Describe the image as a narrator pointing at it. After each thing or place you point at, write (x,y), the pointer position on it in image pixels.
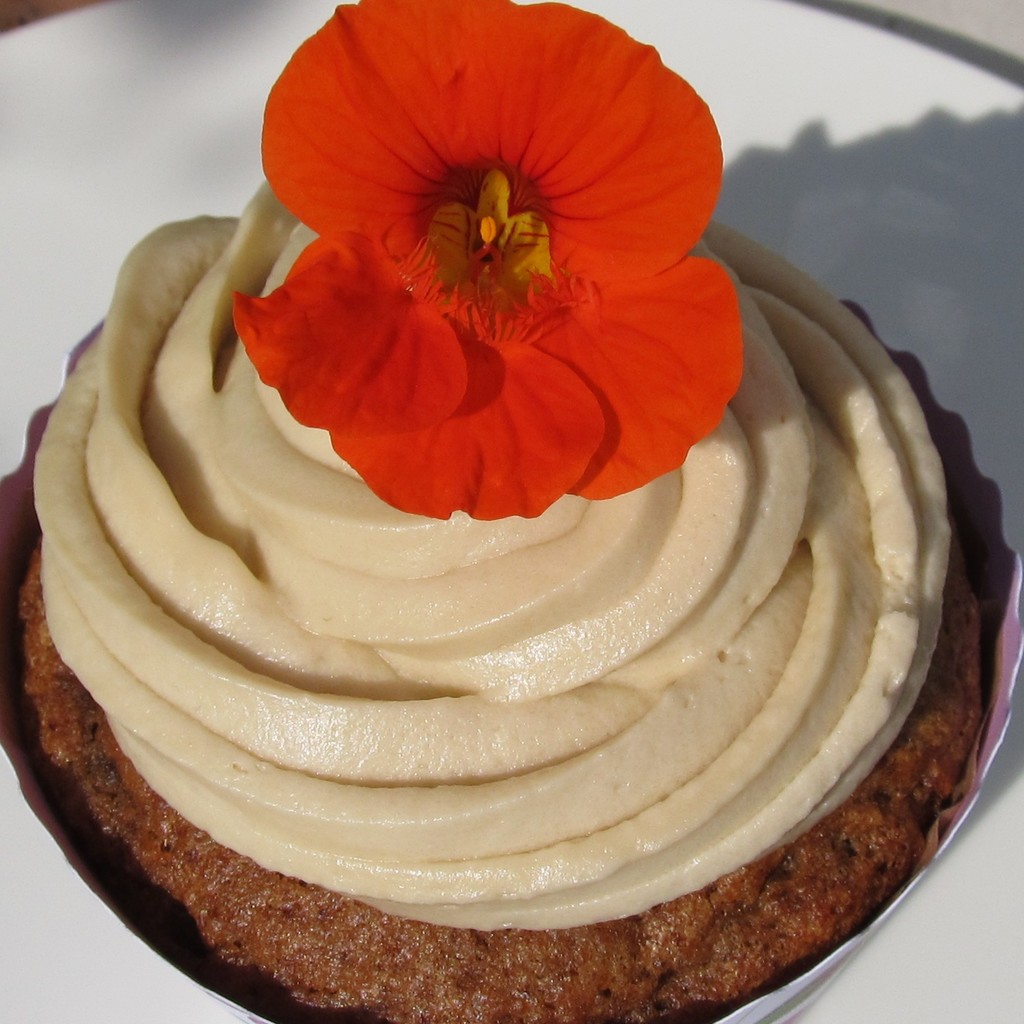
In this image there is a plate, on that plate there is a cake (775,379), on that there is a flower (413,329).
